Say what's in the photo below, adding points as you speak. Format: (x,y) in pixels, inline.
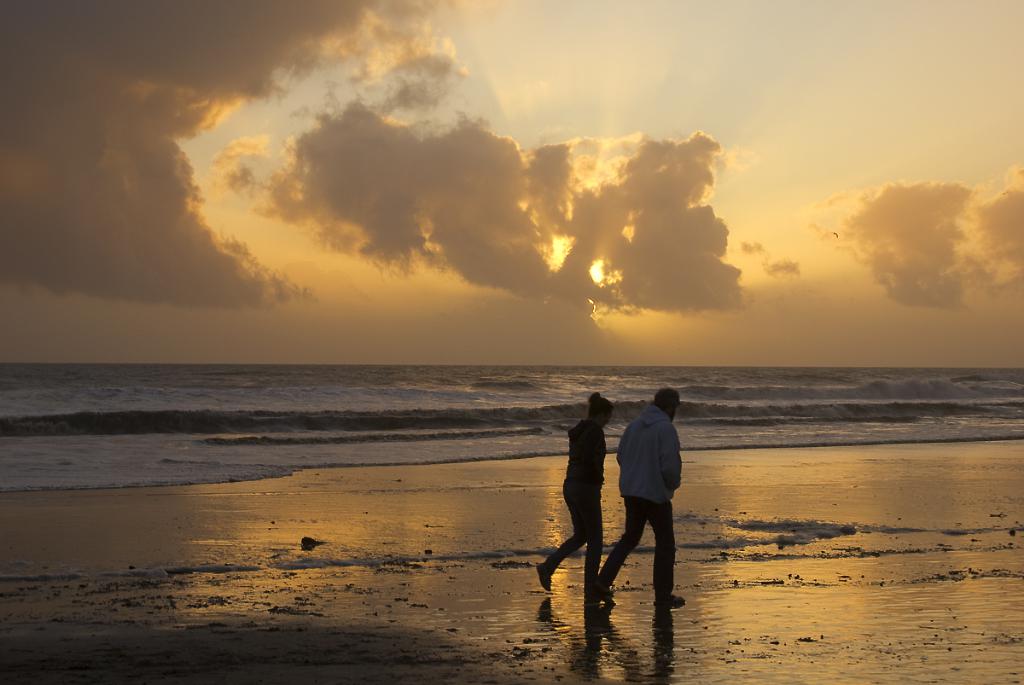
In this image I can see two people (581,517) walking. To the side of these people (635,539) I can see the water (414,408). In the background (466,262) I can see the clouds (465,192) and the sky (585,82).
